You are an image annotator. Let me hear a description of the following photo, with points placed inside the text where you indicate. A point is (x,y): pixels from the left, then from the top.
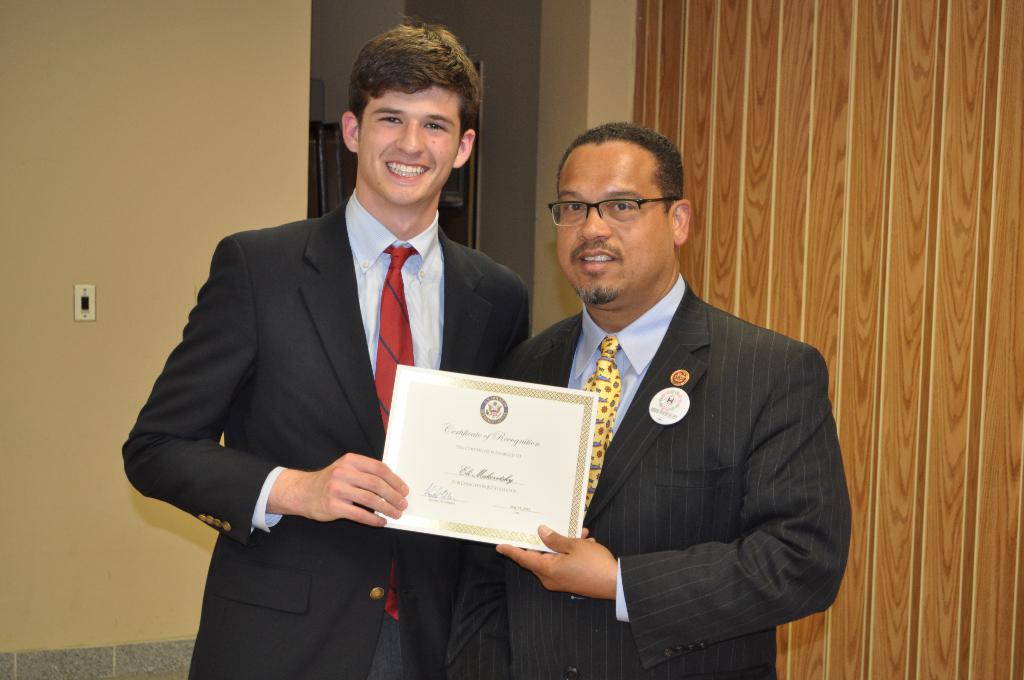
In the center of the image (356,327) we can see a few people (265,400) are standing and they are holding one object (459,467). And we can see they are smiling and the right side person (610,266) is wearing glasses (609,214). In the background (520,30) there is a wall (135,73), switchboard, frame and a few other objects (336,169).
